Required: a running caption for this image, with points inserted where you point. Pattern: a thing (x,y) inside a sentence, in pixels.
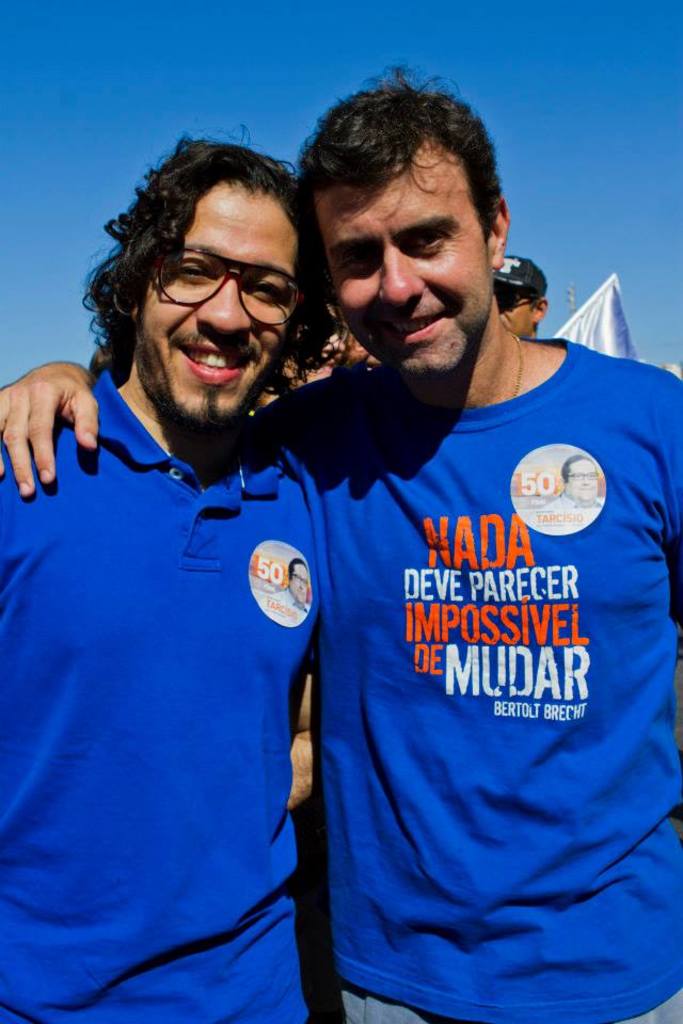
In this image we can see two men (348,652) standing. On the backside (577,137) we can see a person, the flag (603,347) and the sky (579,182) which looks clear.
